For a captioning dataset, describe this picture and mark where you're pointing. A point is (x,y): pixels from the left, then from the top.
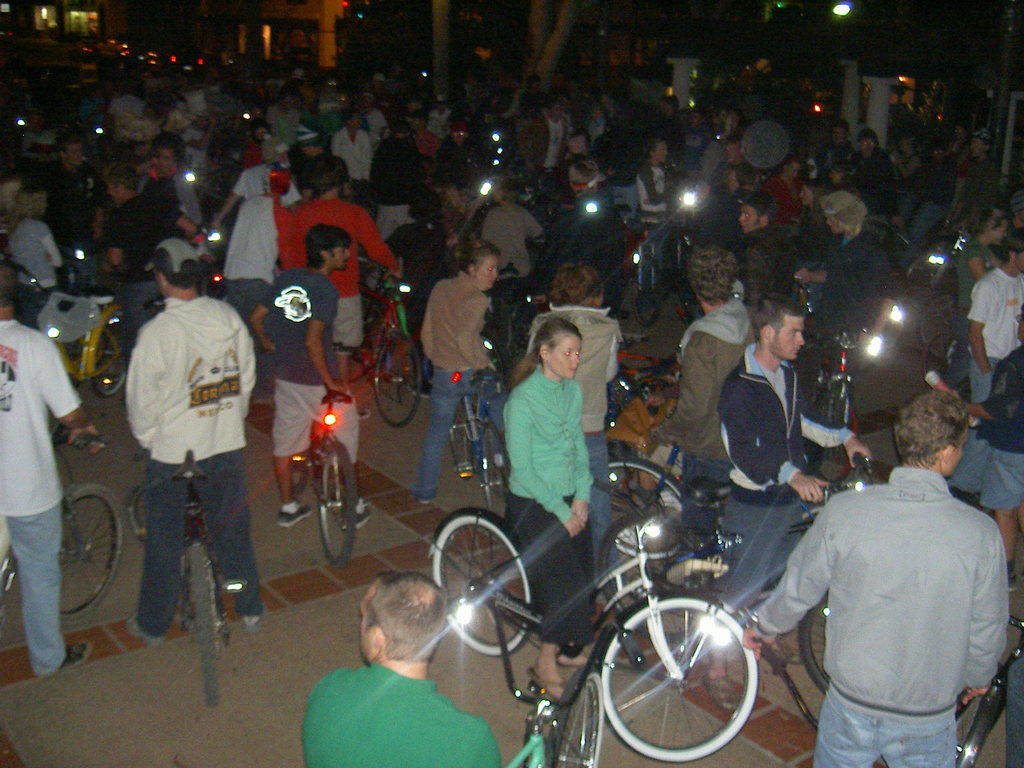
There are group of people (466,259) standing and few are holding bicycles (332,396). These are the torch lights (215,230).
